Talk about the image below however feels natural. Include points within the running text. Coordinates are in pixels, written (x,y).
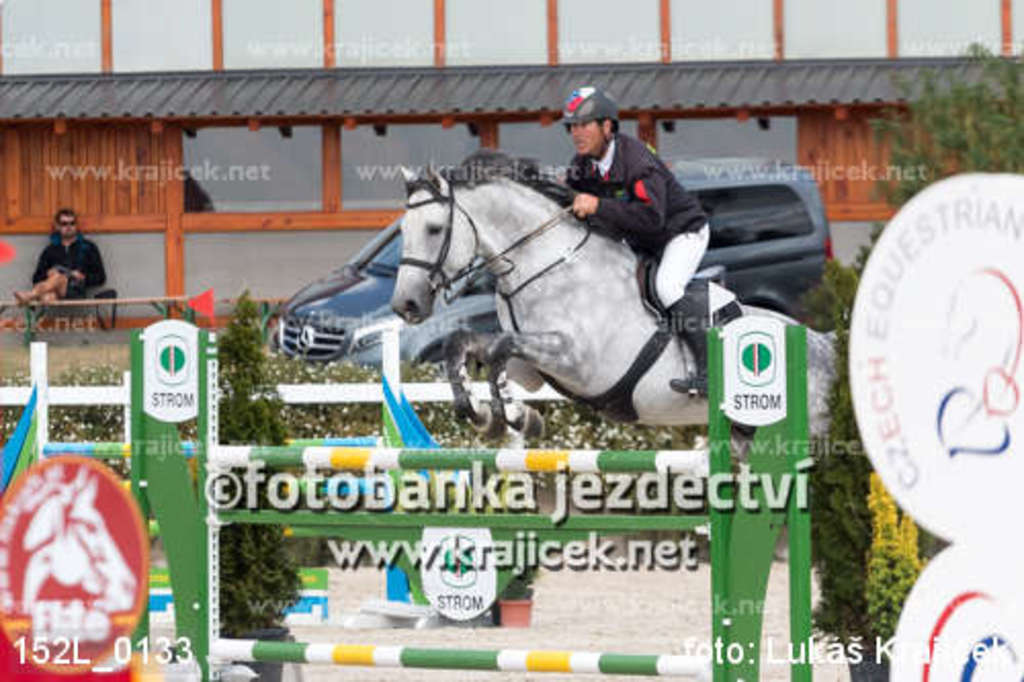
In this image we can see a horse (581,279) jumping over a hurdle (504,511) and a person (695,308) on the horse (613,269), in the background (122,285) there are few trees (270,426), a building (113,266) and a person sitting on the bench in front of the building (424,118) and on the right side (929,407) there are few trees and boards (938,393).
